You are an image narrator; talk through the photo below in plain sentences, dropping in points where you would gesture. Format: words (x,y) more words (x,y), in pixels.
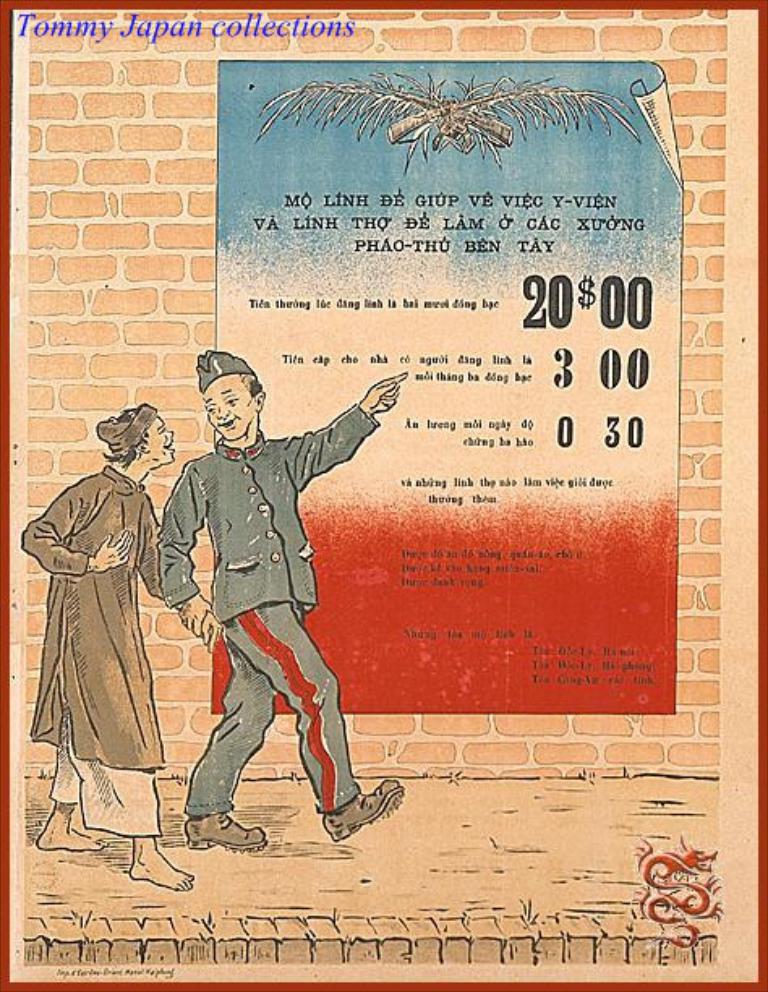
This is a picture of the poster (221,812), where there are two persons (164,555) standing on the side walk (555,845), a paper (479,177) stick to the wall (234,54), and there are watermarks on the image.
